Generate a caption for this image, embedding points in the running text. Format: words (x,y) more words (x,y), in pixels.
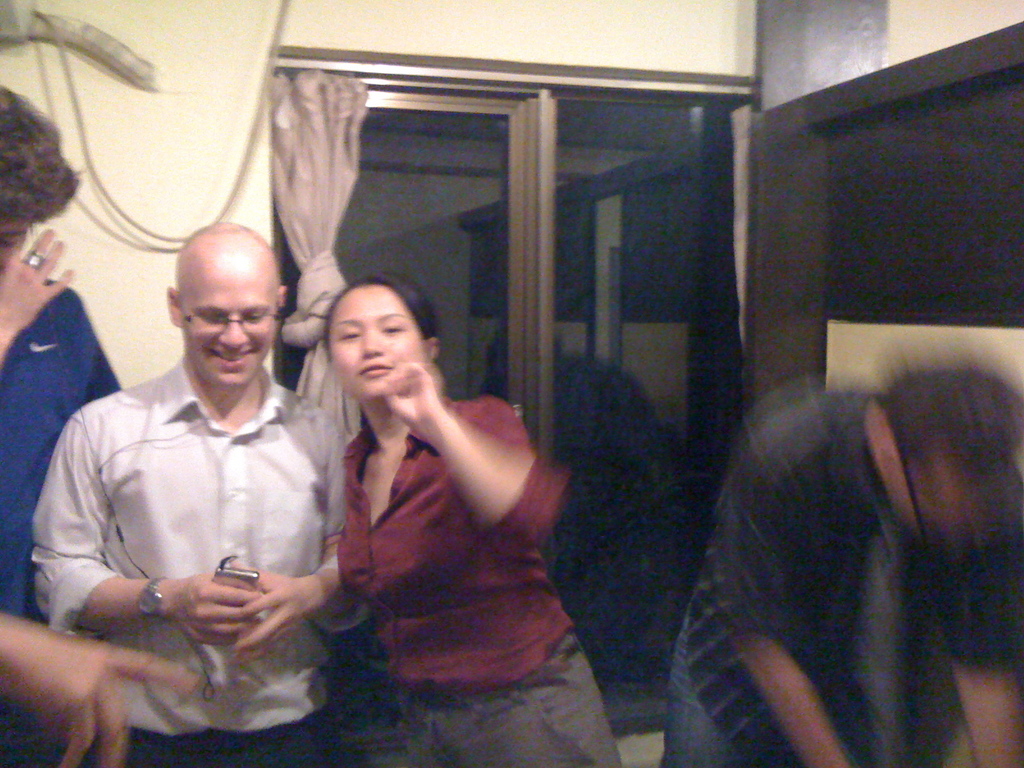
In this image there is a woman (417,479) in the middle (455,482) who is raising her hand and a man (294,485) who is beside her. In the background (547,281) there is a window (561,266). On the left side (53,330) there is a man (39,350) standing on the floor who is wearing the blue colour shirt (57,390). In the background (279,128) there is a curtain (321,154) and a wire (247,149).
